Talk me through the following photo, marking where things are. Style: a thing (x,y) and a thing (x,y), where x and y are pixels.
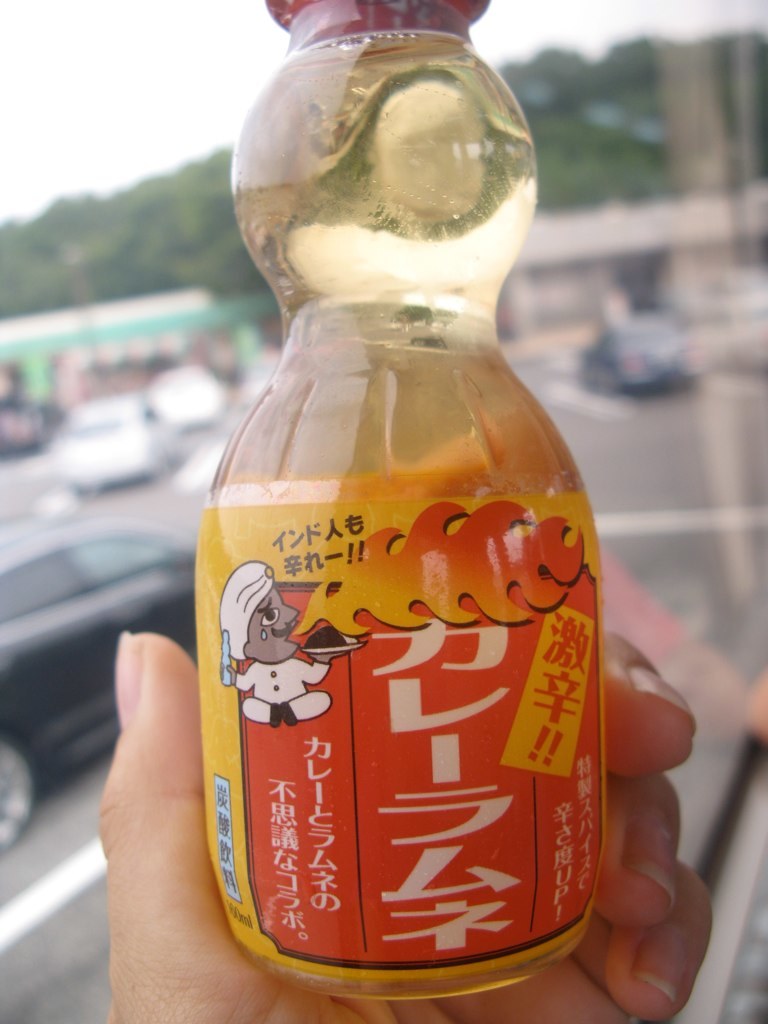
In this image I see a person's hand (315,1018) and the person (524,1002) is holding a bottle (449,8). In the background (758,394) I see cars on the road (650,473) and trees (31,274).
